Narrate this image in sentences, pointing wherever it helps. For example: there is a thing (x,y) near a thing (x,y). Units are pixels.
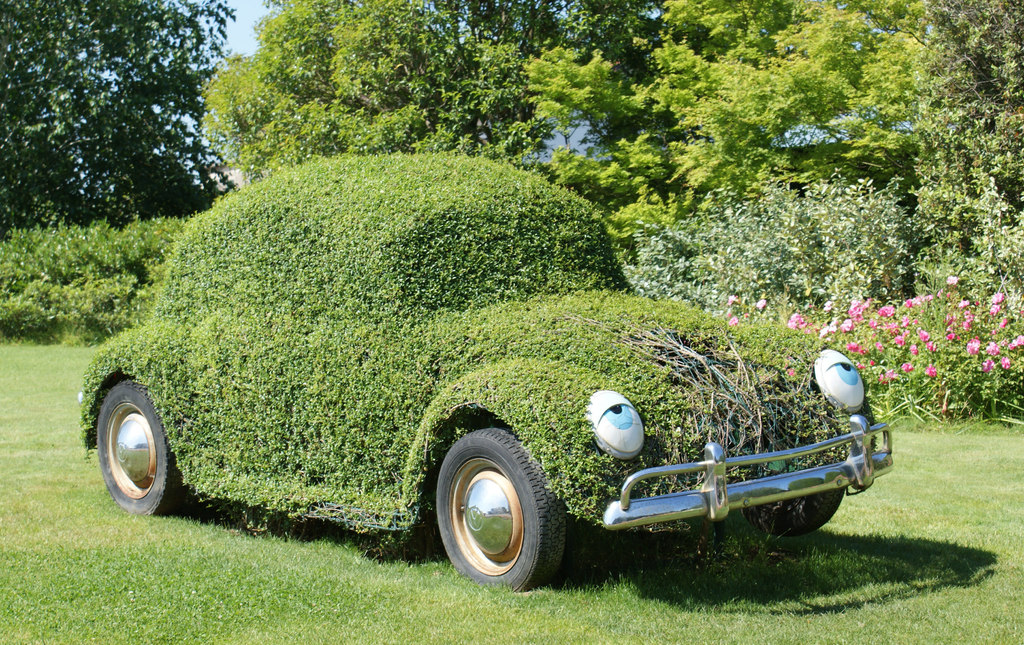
In the center of the image (655,343) we can see one car (175,348) on the grass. On the car (699,386), we can see plants (749,325) and two round shape objects (602,440). In the background (931,355), we can see the sky (216,57), trees (309,47), plants (980,246), grass (22,359), flowers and a few other objects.
